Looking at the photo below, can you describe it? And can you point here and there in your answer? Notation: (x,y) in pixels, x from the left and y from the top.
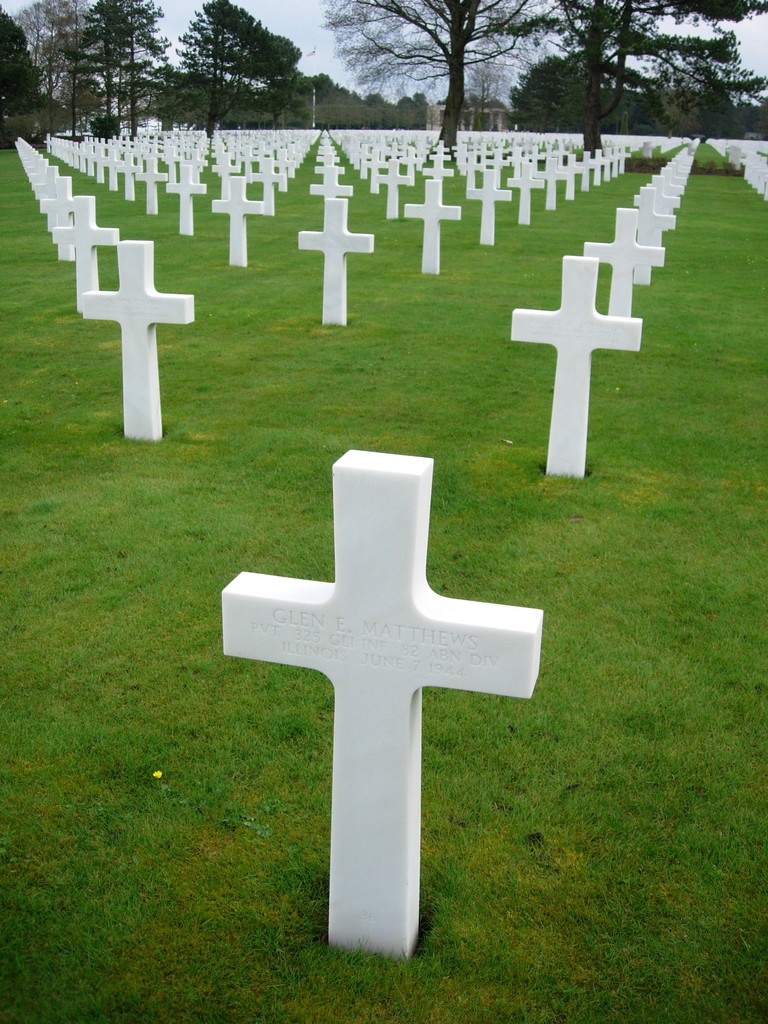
In this image we can see some cross symbols (376,722) on the grass (627,590). On the backside (472,15) we can see some trees (488,86), a pole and the sky (328,42).
